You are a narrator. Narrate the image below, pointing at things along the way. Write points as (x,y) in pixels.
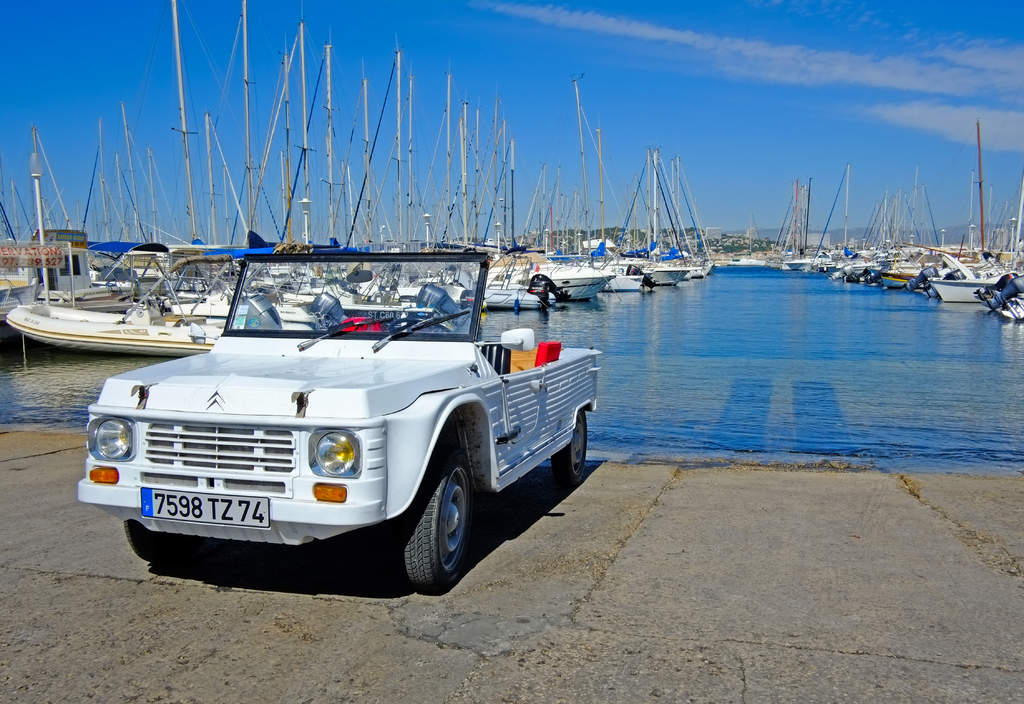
In this image I can see boats (539,290) on water (864,308). Here I can see a vehicle (345,472) which is white in color. In the background (561,91) I can see the sky (568,115).
